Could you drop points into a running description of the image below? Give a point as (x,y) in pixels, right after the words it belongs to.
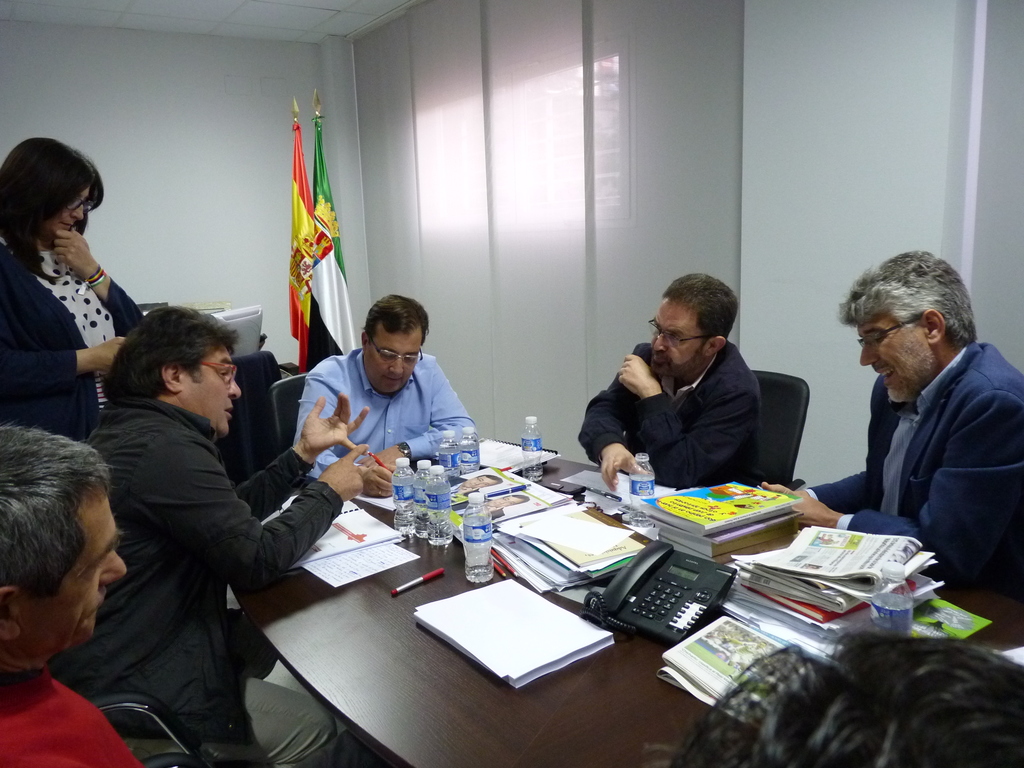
This picture is clicked inside. In the center (395,299) we can see the group of persons (1022,377) sitting on the chairs (190,766) and there is a wooden table (601,716) on the top of which a telephone (705,596), water bottles (426,500), books (730,535), news paper (795,586), pen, papers (470,613) and some other items (494,563) are placed. On the left corner (55,254) there is a person (56,243) standing on the ground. In the background (194,202) we can see the wall (149,98), roof (148,29), window blind (452,128) and flags (321,170).
